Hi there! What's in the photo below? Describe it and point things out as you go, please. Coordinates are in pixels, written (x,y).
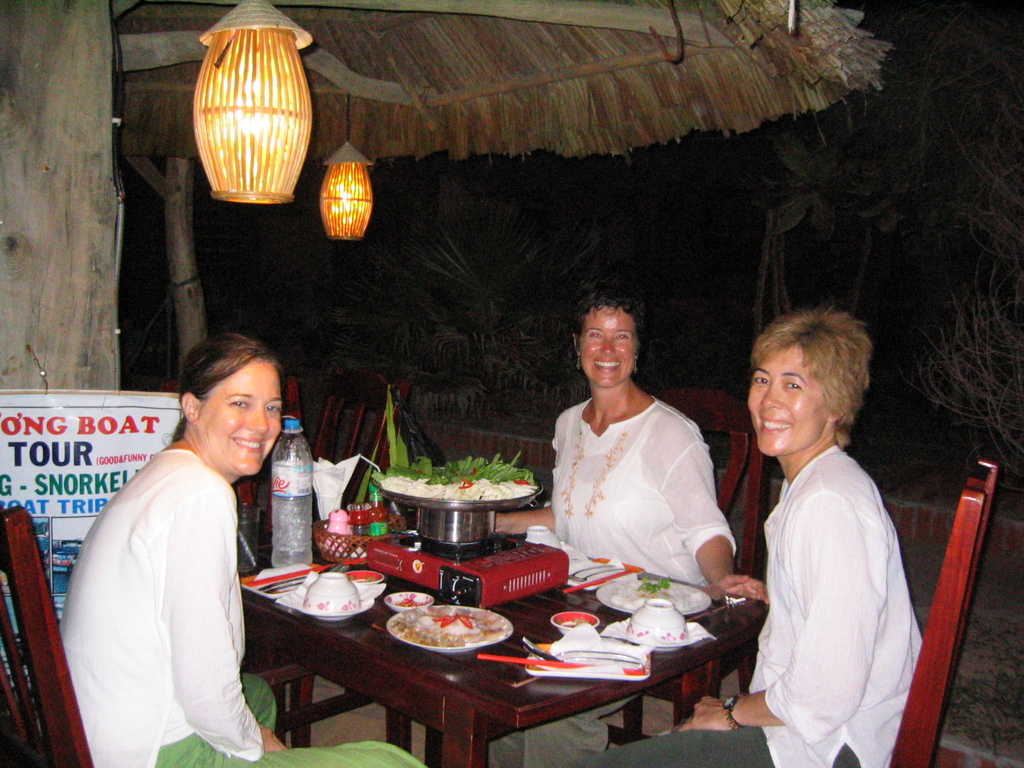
There are 3 women (190,727) sitting on the chair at the table (525,651) and we can see water bottle (297,464), food items (437,628), cups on the table (437,598). In the background (86,429) there is a banner (49,456), lights (225,139) and plants (426,331).
